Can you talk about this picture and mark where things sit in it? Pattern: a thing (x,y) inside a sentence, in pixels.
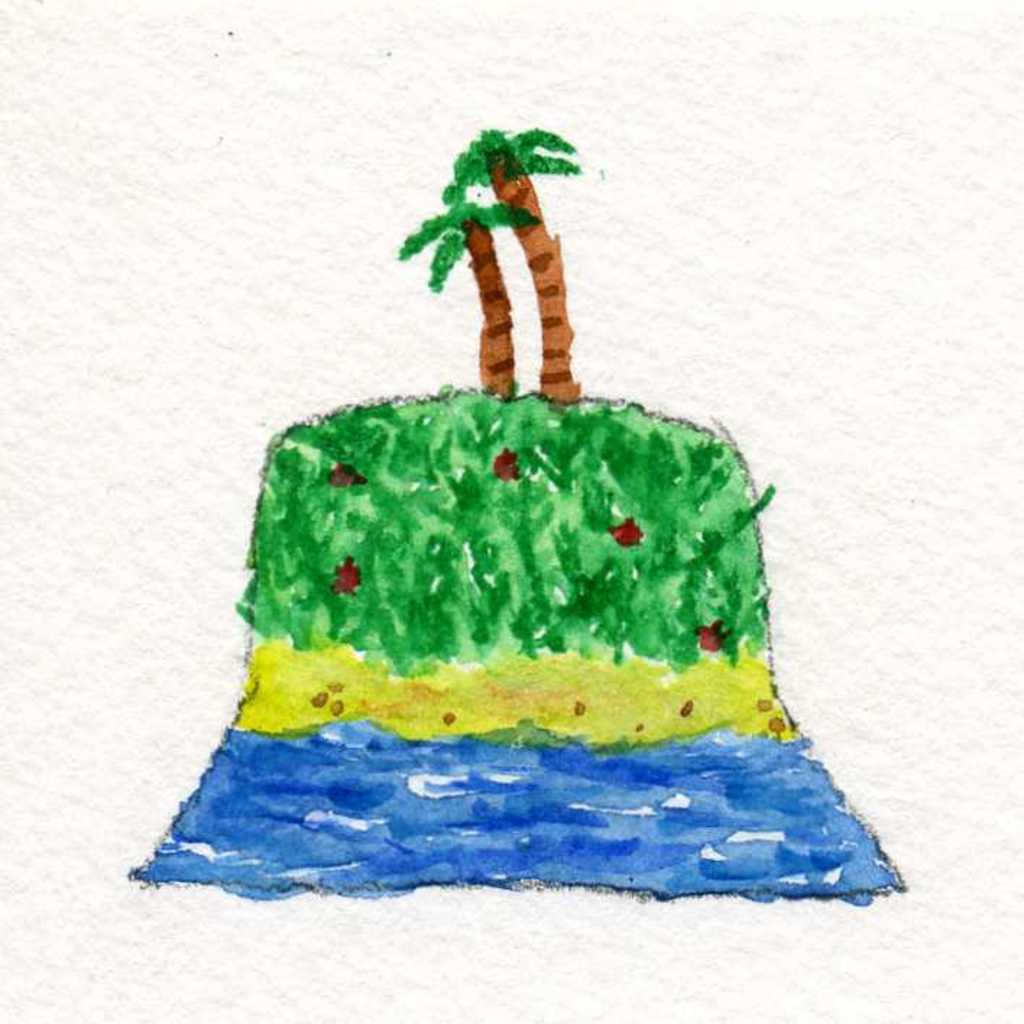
In the image there are paintings (494,462) of trees (492,371), water (445,751) and grass (590,632).
